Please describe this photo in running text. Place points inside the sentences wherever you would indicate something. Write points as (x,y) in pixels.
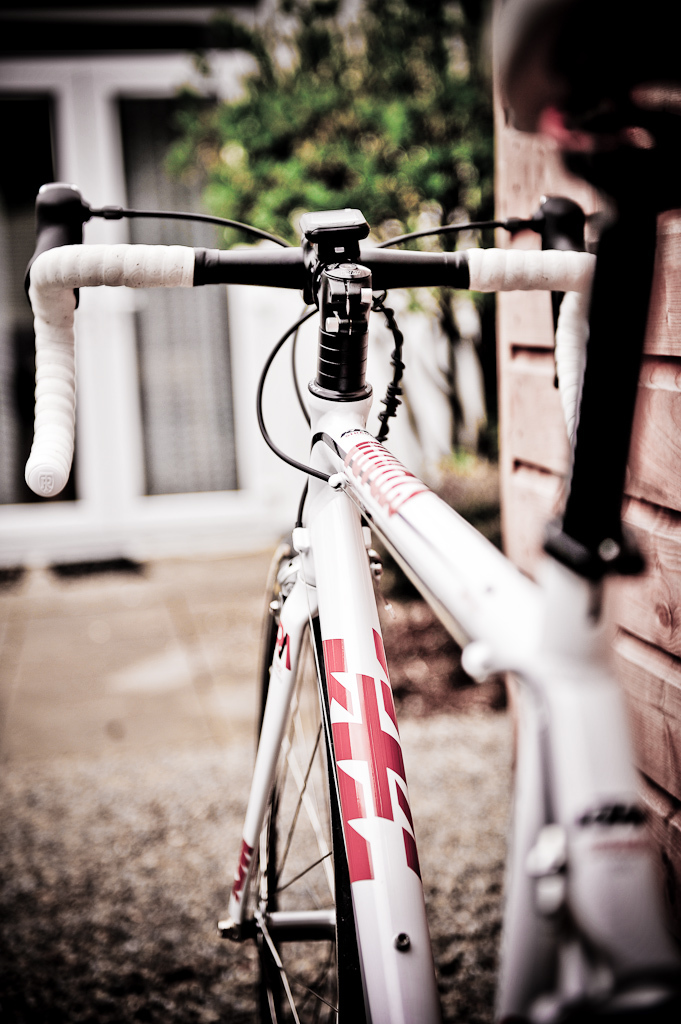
This image consists of a cycle (162,257). It is in white color. There is a tree (319,173) at the top (297,146).
